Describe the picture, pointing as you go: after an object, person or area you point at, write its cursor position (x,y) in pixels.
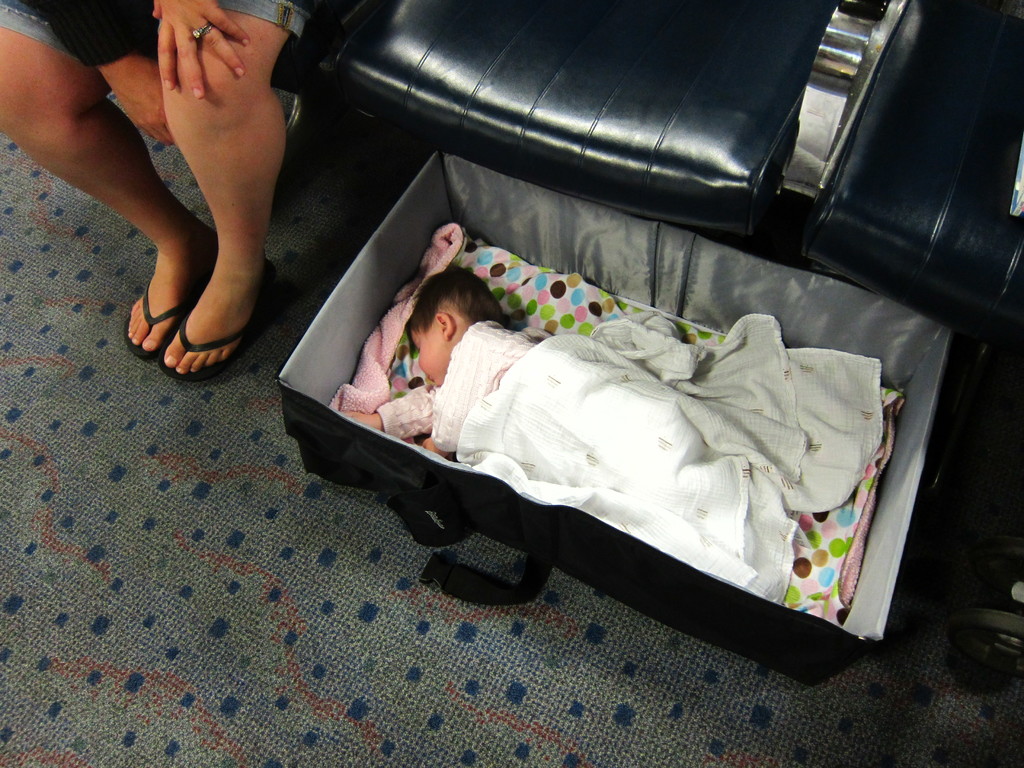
I can see a baby (452,389) sleeping inside the basket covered with blanket (658,428). Here is the person (237,145) sitting on the chair (289,80). These are the two empty chairs (724,127) which are black in color. This looks like the carpet (199,635).
